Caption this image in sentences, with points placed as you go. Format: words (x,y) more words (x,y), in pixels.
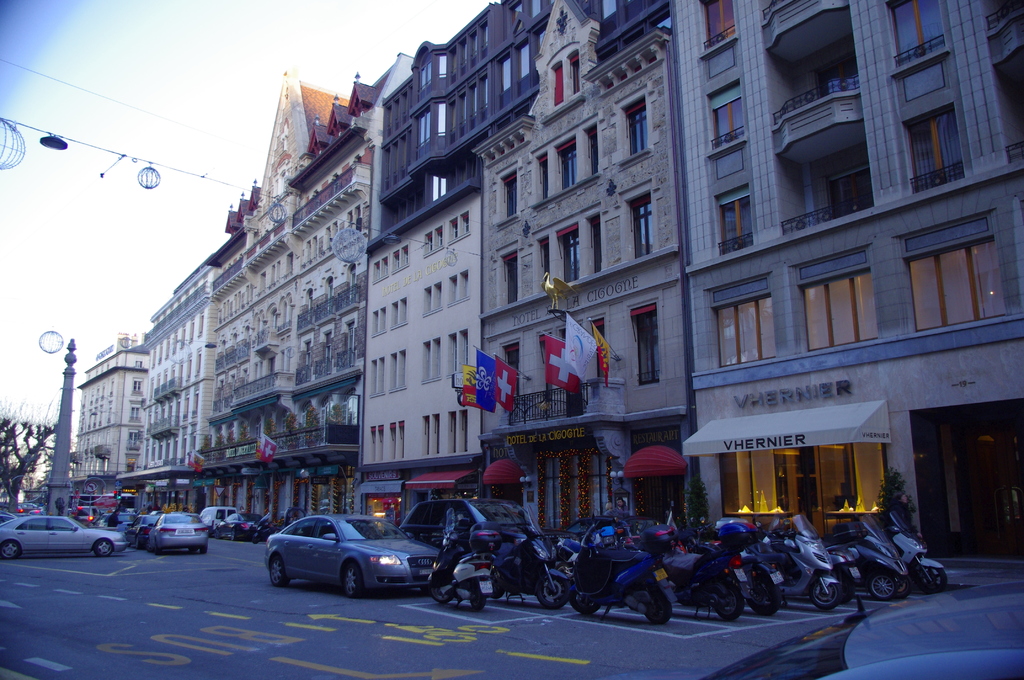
We can see vehicles (515,569) on the road (218,574) and we can buildings (624,348), flags (500,369) and plants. In the background (80,325) we can see tower (66,511), tree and sky (48,400).
